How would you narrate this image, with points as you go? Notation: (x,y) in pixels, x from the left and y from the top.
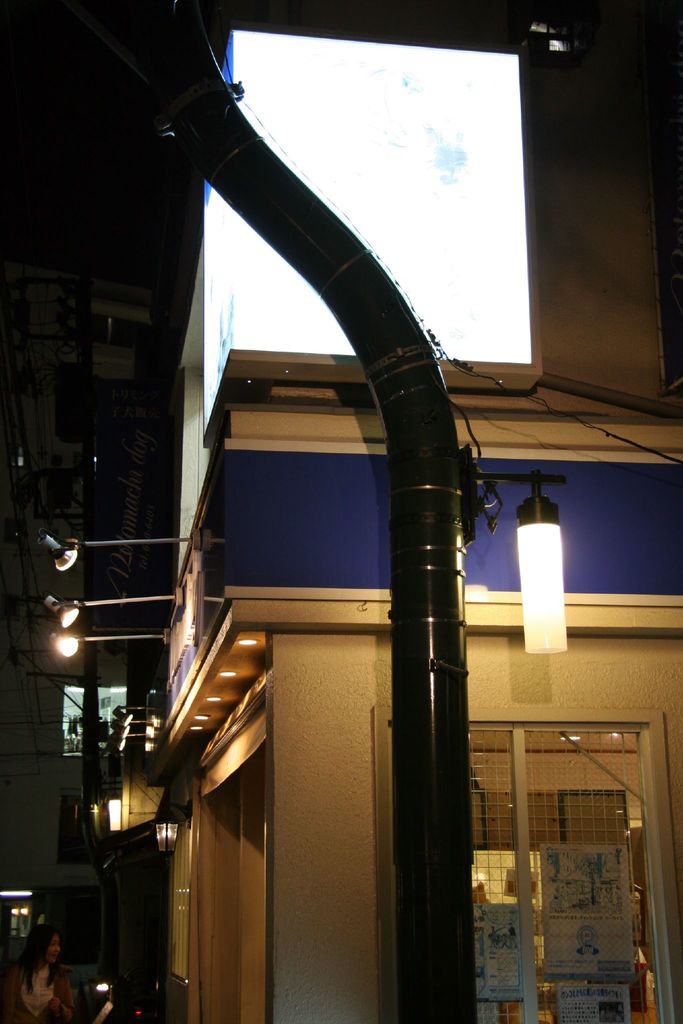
This image is taken during the night time. In this image we can see the buildings (20,821), lights (65,652), hoarding board (150,463) and also the hoarding screens (283,313). We can also see some posters (581,886) attached to the window (554,993). We can see a lantern (170,842). On the left (59,996) we can see a woman (56,967).
